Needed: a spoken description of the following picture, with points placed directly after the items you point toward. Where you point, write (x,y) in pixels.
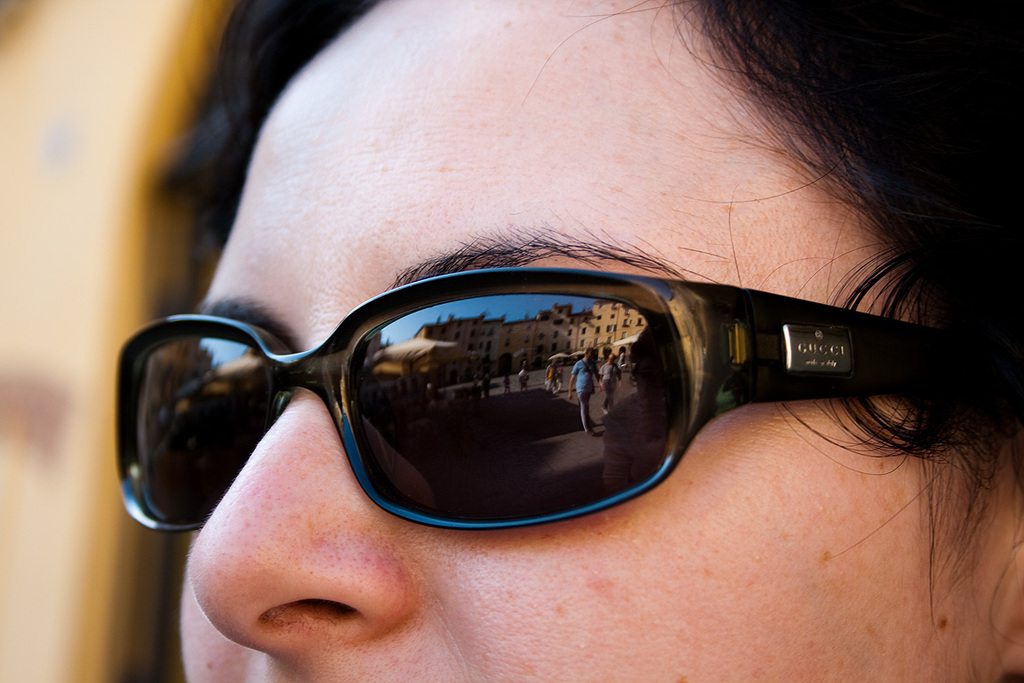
In this picture in the front (509,428) there is a face (675,560) of the person (697,548) and the person (456,378) is wearing goggles (274,406) and on the goggles (550,397) there are reflections (564,388) of the persons (588,368), building (547,335) and tents (413,368) and the background (6,532) is blurry.
